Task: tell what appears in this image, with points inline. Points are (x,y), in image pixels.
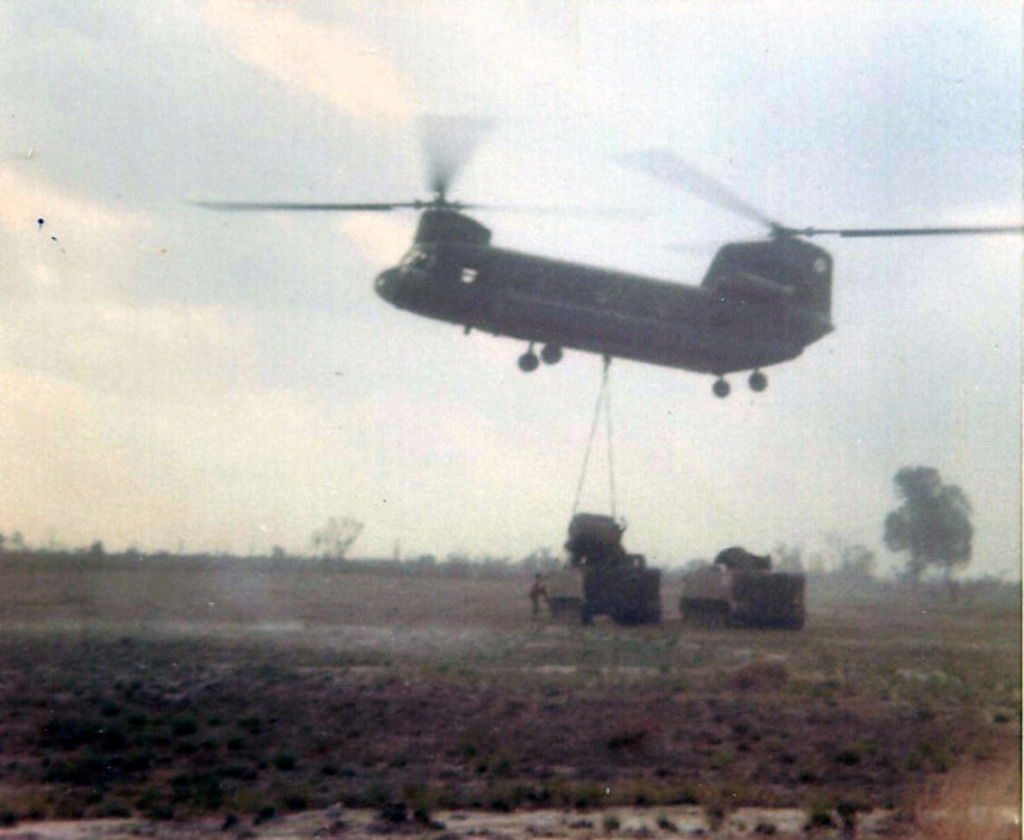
In this image we can see an aircraft (422,275) and an object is hung to the aircraft (588,343). There are a few objects (575,556) and persons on the ground (477,593). Behind the objects (709,617) we can see the trees (432,563). At the top (170,267) we can see the sky (534,432).
